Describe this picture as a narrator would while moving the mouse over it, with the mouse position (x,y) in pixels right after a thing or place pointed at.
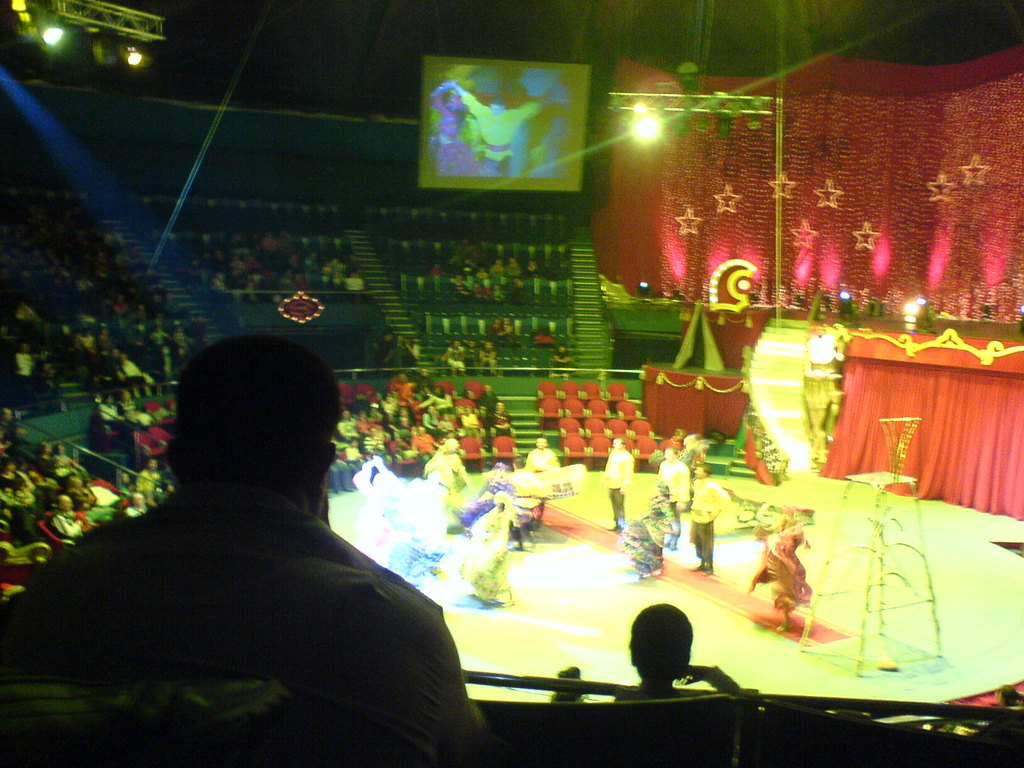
As we can see in the image there are group of people (329,389) here and there, few people (247,425) are sitting on chairs (329,284) and few of them are on stage (820,536). There is a screen (533,83), lights (649,125) and curtains (861,360).
